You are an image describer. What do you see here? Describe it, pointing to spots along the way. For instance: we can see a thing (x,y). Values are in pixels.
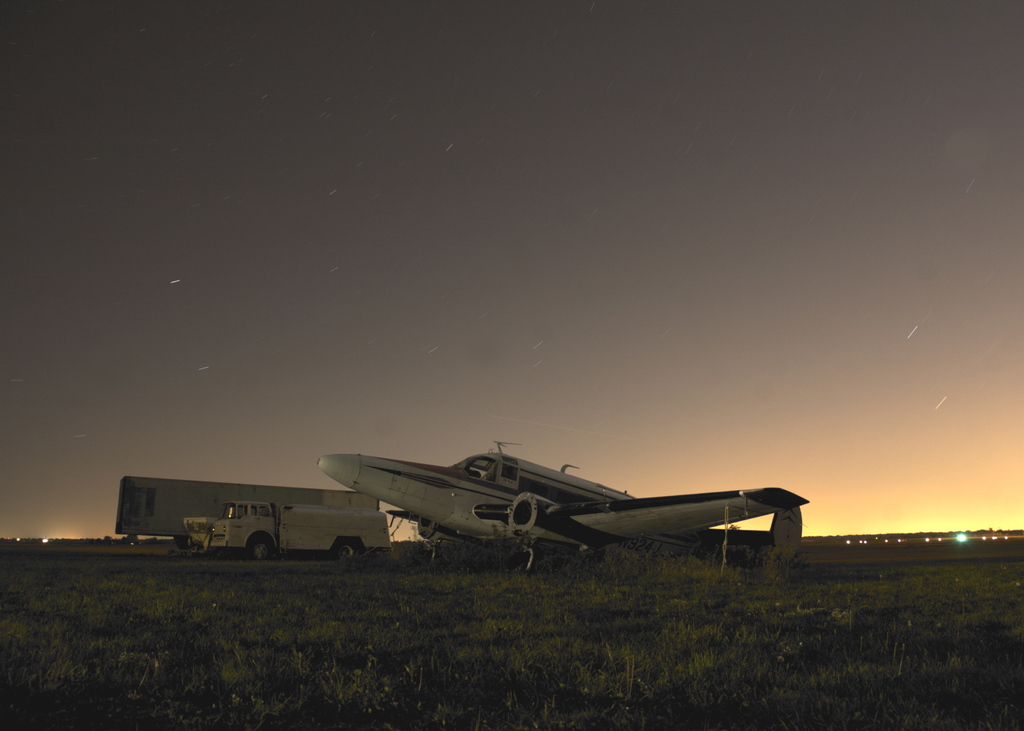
In this image I can see an aircraft (349,468) and ground (305,563) with grass (406,634). In background (229,501) I can see vehicles (381,531) over here.
